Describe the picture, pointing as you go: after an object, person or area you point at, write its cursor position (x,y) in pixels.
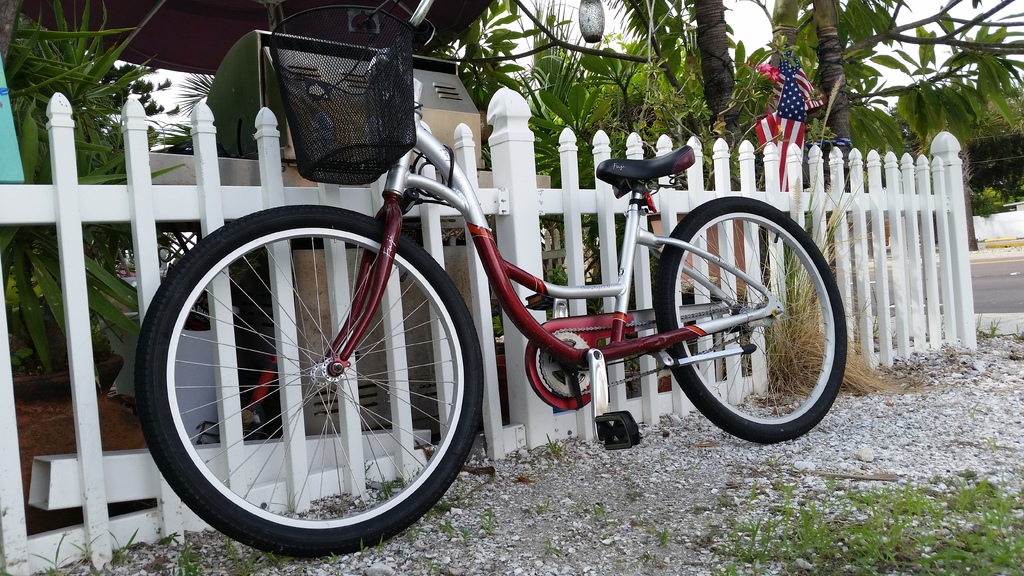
In this image in the center (563,312) there is one cycle (740,307) and in the background (562,151) there is fence (948,180) and some box (280,95), trees (705,89), flag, light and some objects (232,1). At the bottom (748,529) there are stones (514,510), grass (845,528), sand (528,524) and on the right side of the image (980,305) there is a walkway (978,292).
